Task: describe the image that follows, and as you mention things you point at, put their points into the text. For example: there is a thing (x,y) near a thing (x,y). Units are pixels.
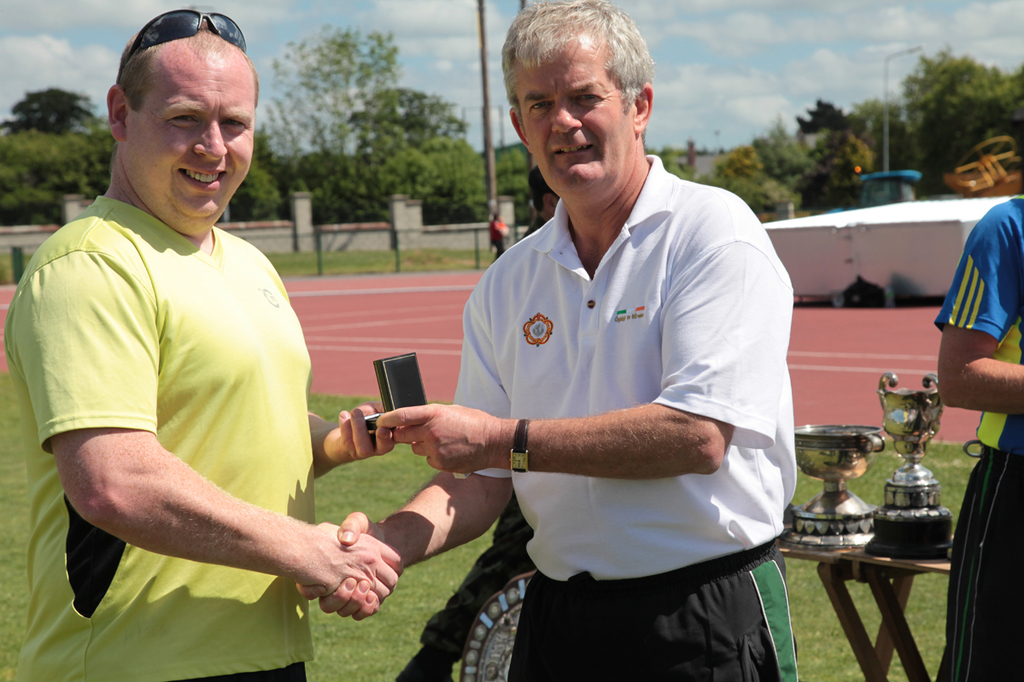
In this image we can see a few people (642,287), a person (530,359) is giving a box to another person (165,372), behind them there are trophies (822,497) on the table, there are trees (323,214), grass (391,265), light poles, fencing (381,230), there are some objects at the background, also we can see the sky (706,80).
